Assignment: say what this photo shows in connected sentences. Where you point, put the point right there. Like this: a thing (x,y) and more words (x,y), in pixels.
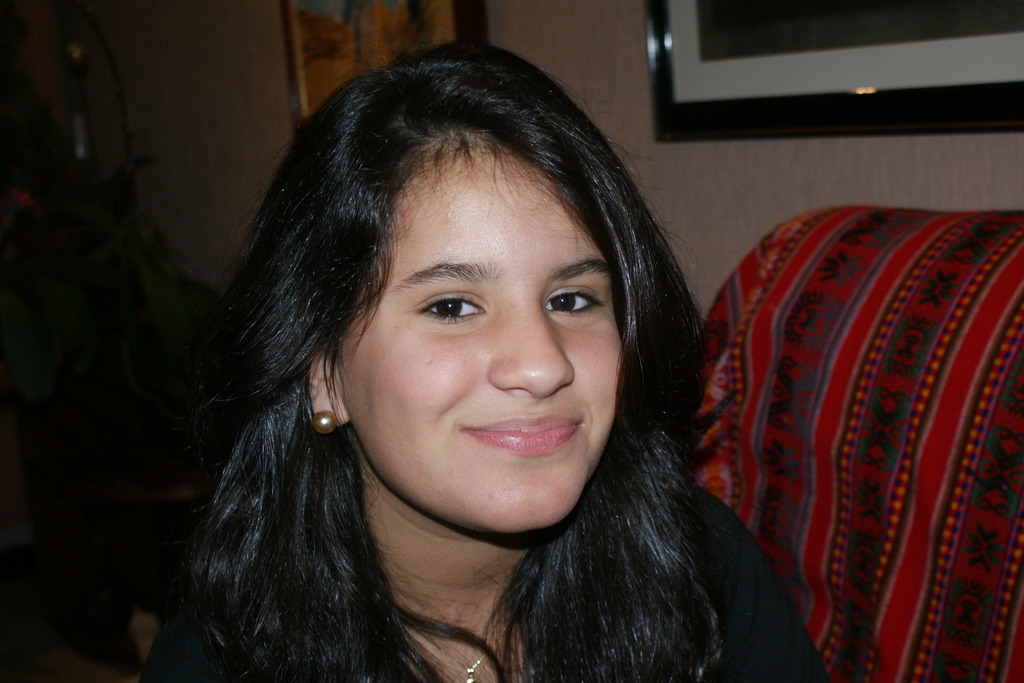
In this image we can see a woman (597,403). In the background (897,430), we can see a cloth (882,447) and photo frames (857,107) on the wall (928,168).
